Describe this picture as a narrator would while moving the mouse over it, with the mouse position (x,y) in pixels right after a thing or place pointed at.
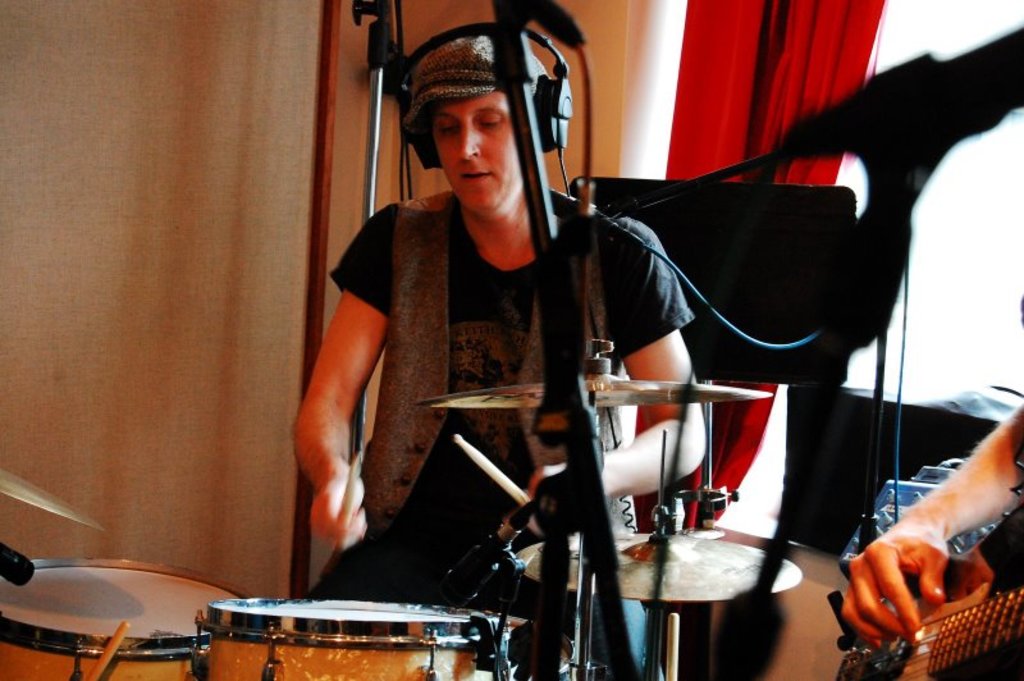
In this image I can see a person (406,574) playing drums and a person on the right (927,654) is playing a guitar (1008,615). There is a red curtain (821,68) at the back (733,44).
